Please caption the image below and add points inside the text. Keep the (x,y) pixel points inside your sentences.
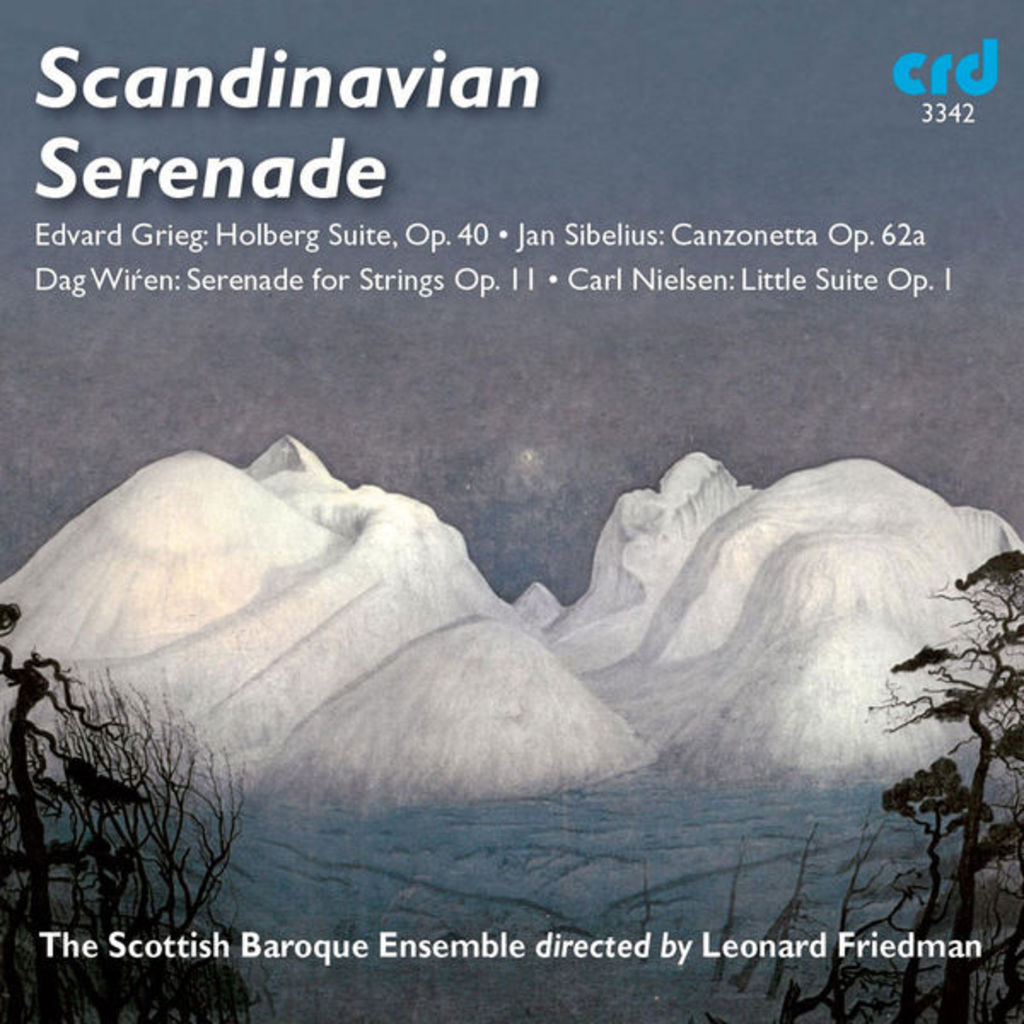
As we can see in the image there is a banner (539,362). On banner (432,344) there is something written, hills (887,753), water (797,867) and trees (22,712).
